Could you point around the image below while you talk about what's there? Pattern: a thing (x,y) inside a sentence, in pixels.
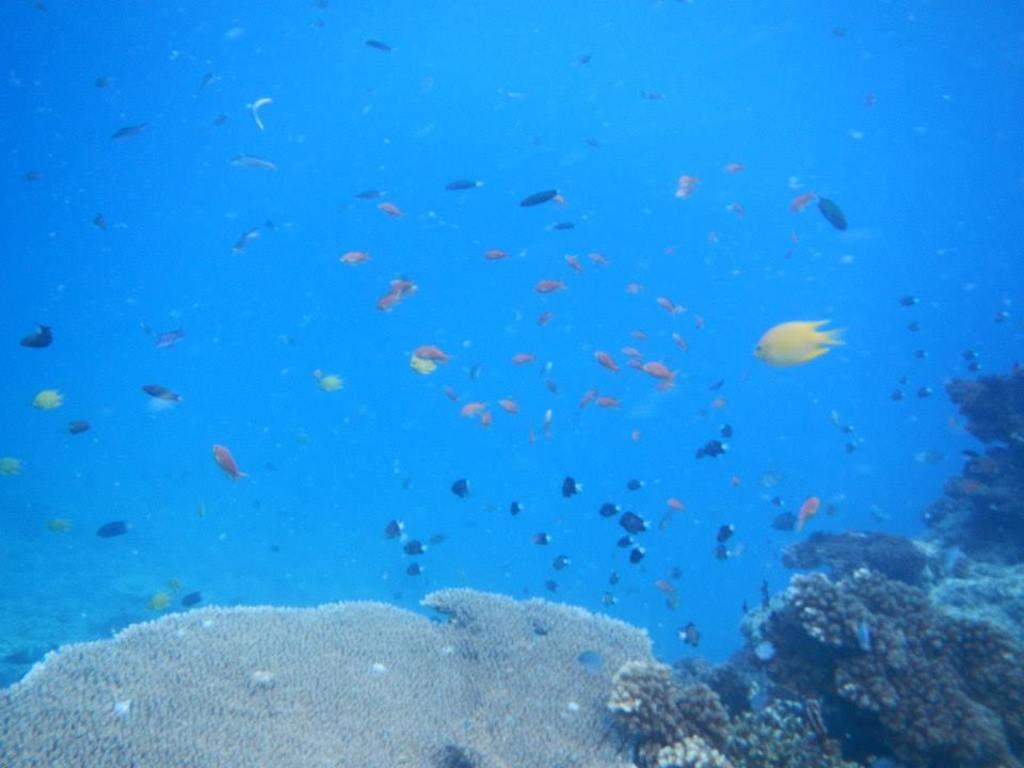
In the image there are fishes (656,364) swimming in the water (422,404) and under the water (644,575) there are some aquatic plants (649,671).
